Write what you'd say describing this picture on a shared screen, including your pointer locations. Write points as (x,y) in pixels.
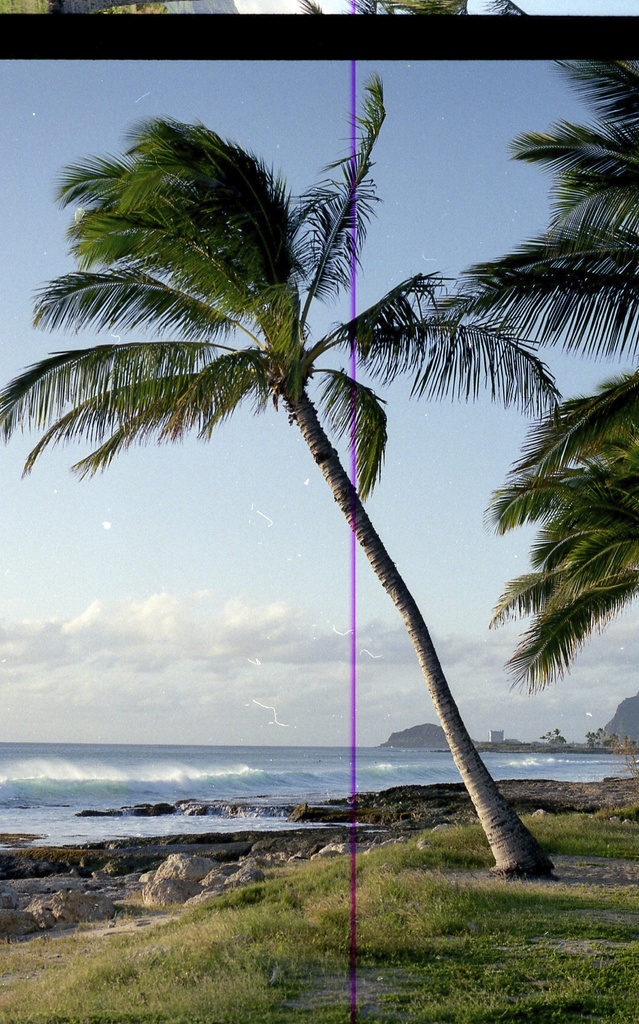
In this image I can see a tree (205,273), some grass (451,831) and few rocks (312,819). In the background (275,762) I can see some water (207,753), few mountains (632,704), few trees (619,522) and the sky (174,455).
